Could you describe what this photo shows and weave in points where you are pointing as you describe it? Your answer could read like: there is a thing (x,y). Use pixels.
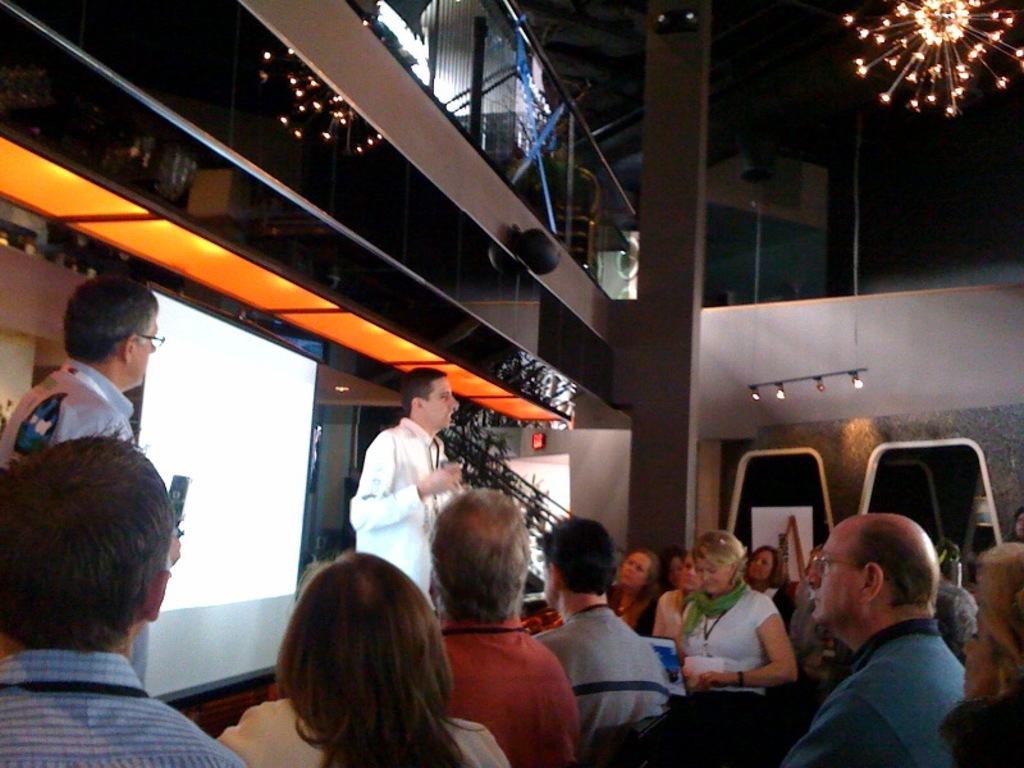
In the picture I can see people (509,615) among them some are standing and some are sitting on chairs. In the background (299,399) I can see a projector screen (308,453), lights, chandelier (966,78), a pillar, wall (629,429) and some other objects (548,482).
